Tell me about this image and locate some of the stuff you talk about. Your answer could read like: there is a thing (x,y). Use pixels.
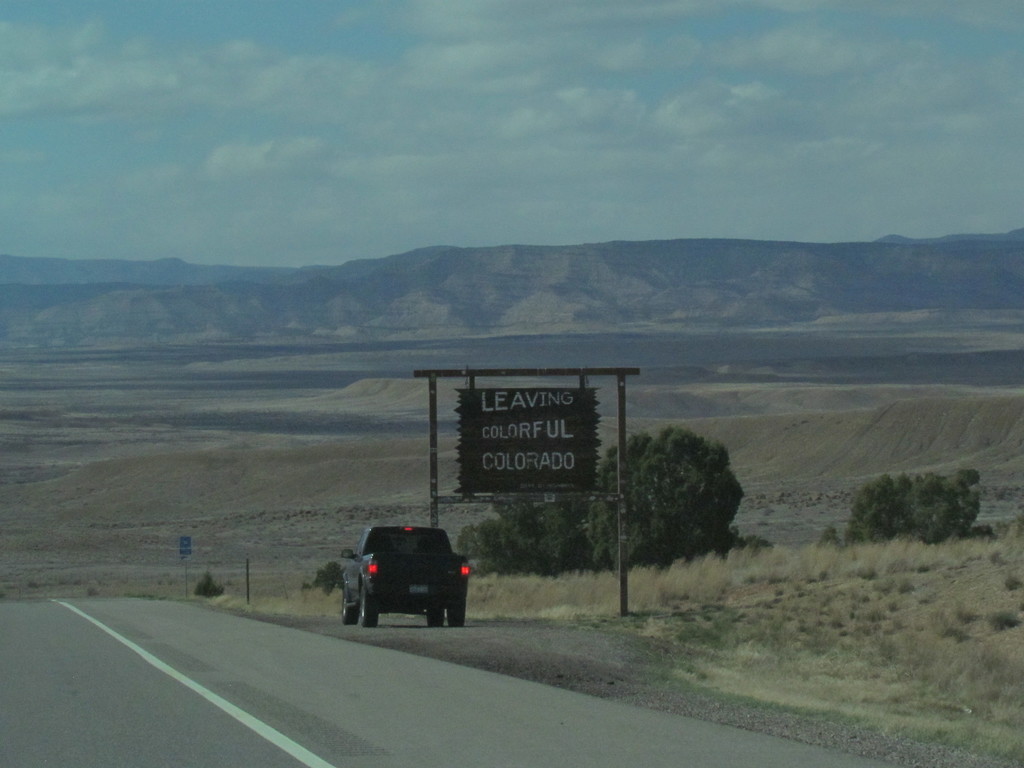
In the center of the image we can see car (361,573) on the road (289,679). In the background (938,578) we can see trees (522,508), board (468,468), plants (923,511), hills (414,467), sky (71,124) and clouds (97,104).
